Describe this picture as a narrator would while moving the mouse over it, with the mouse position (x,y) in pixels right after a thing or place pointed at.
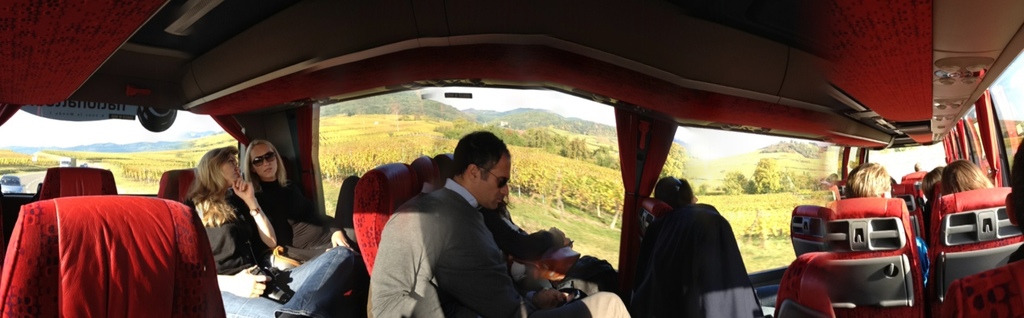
In this picture we can observe a vehicle (152,248). There are some people (263,203) sitting in the seats (163,241). We can observe men (418,202) and women (201,212). In the background (381,154) there are trees (564,146), hills (399,96) and a sky (446,102).
